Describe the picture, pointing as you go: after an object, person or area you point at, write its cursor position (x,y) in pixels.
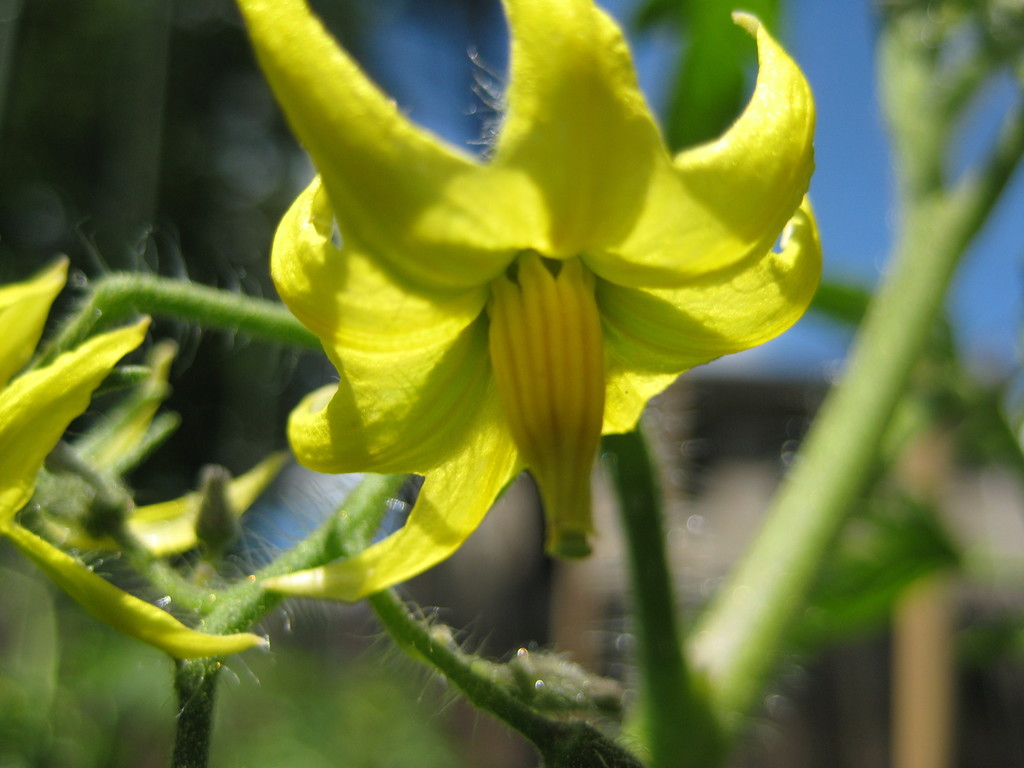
In this picture we can see flowers (0,488) and in the background (675,53) we can see leaves (741,35), sky (857,63) and it is blurry.
